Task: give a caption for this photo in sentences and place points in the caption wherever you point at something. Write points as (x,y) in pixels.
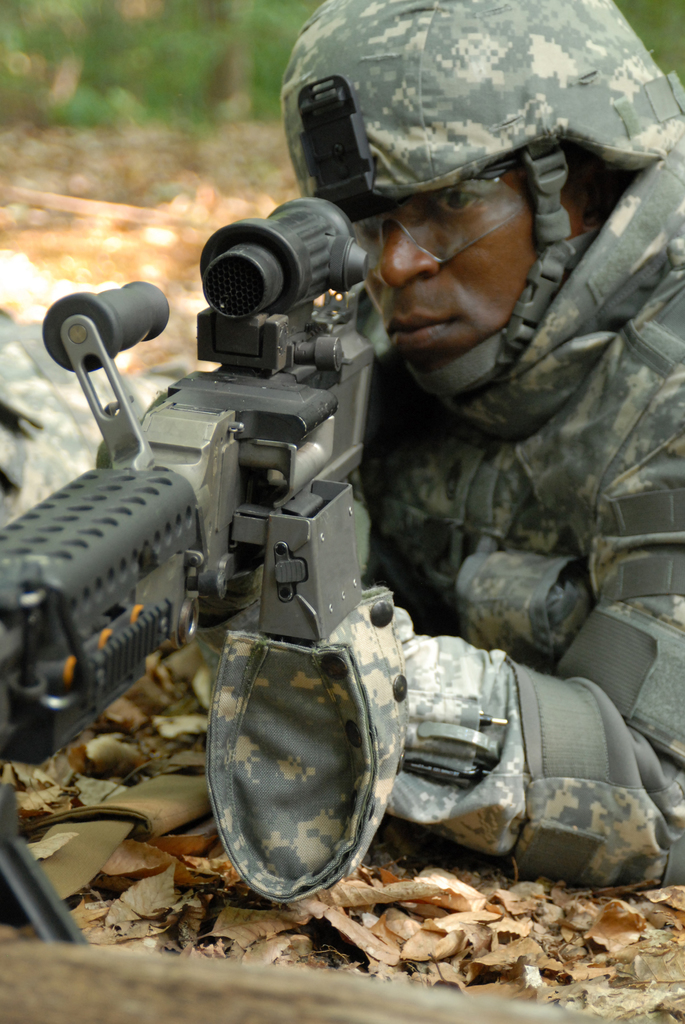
In the foreground of the picture (301,854) there are dry leaves (163,893), soldier (482,202) and a gun (157,423). The background (272,49) is blurred. At the bottom (233,989) there is a wooden object (211,989).
